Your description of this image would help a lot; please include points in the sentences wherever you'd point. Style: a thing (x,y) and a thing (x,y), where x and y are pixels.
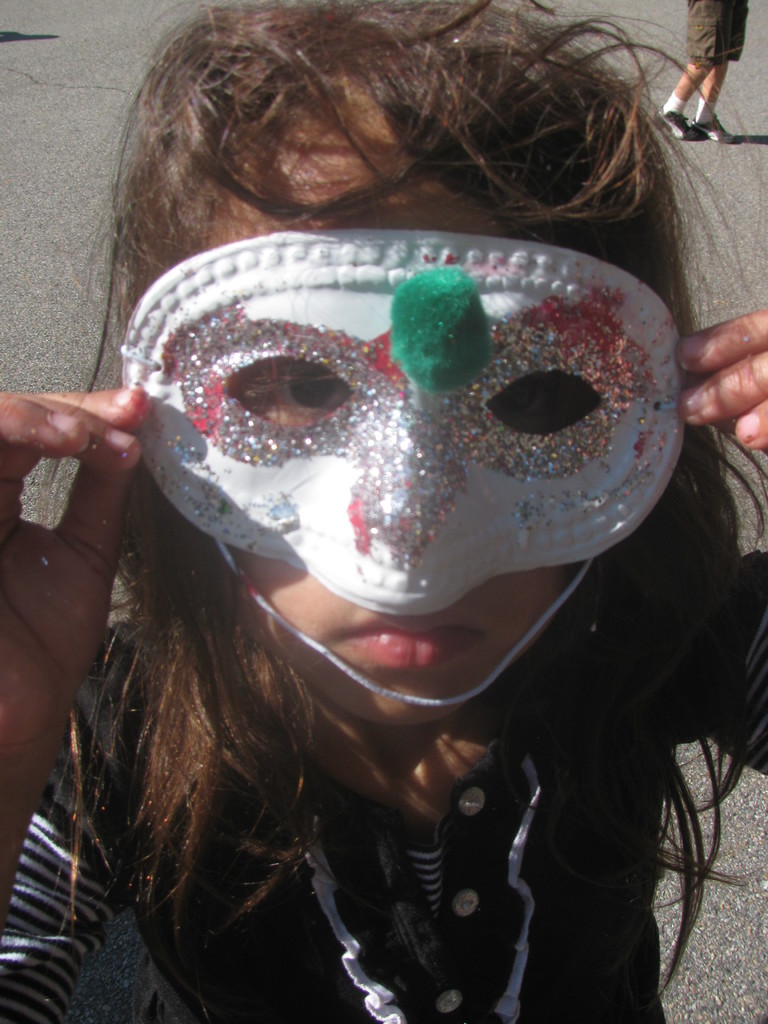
In this image we can see few people (325,831). There is a road (728,944) in the image. A person (550,420) is holding an object (578,453) in her hand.
